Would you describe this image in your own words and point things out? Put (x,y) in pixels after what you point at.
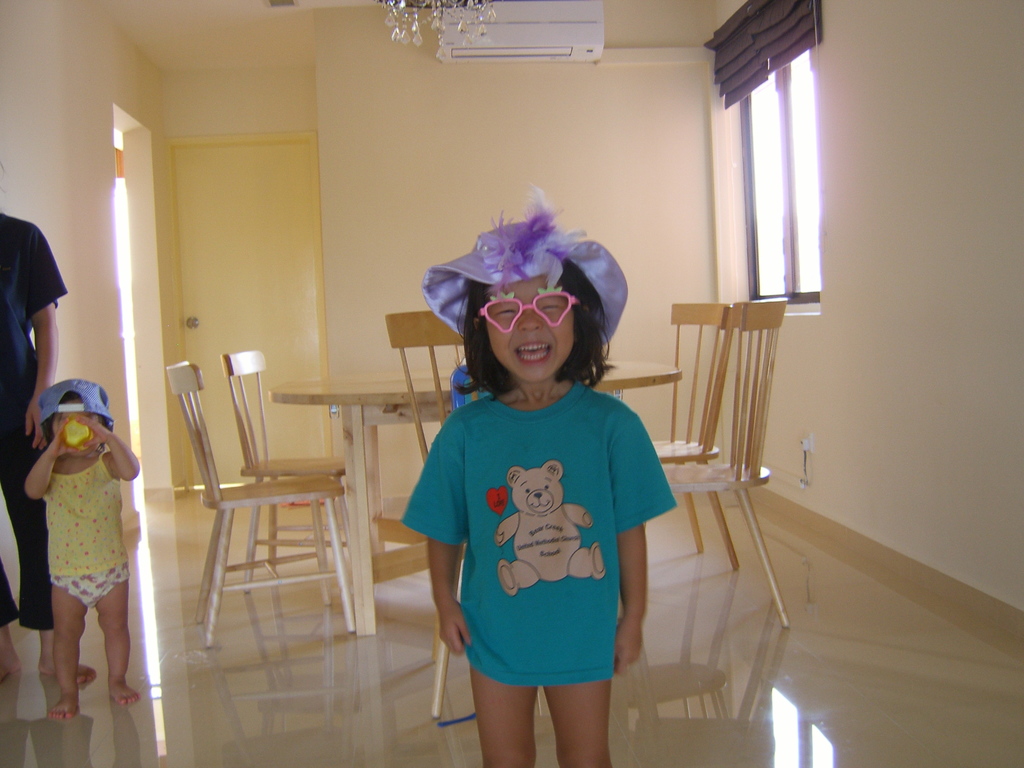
This picture is clicked inside the room (684,582). Girl (524,564) in blue t-shirt (498,551) wearing violet cap (519,261) is smiling and on left corner of picture (96,413), we see person (25,295) in black shirt (8,318) and baby (99,513) in yellow t-shirt (90,528) is wearing blue cap (104,403), is drinking some liquid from the bottle (77,431). Behind them, we see dining table (400,387) around which chairs (278,485) are placed and behind that, we see white wall (390,188) and yellow door (230,257) and on right of the picture (802,273), we see windows (765,221).
